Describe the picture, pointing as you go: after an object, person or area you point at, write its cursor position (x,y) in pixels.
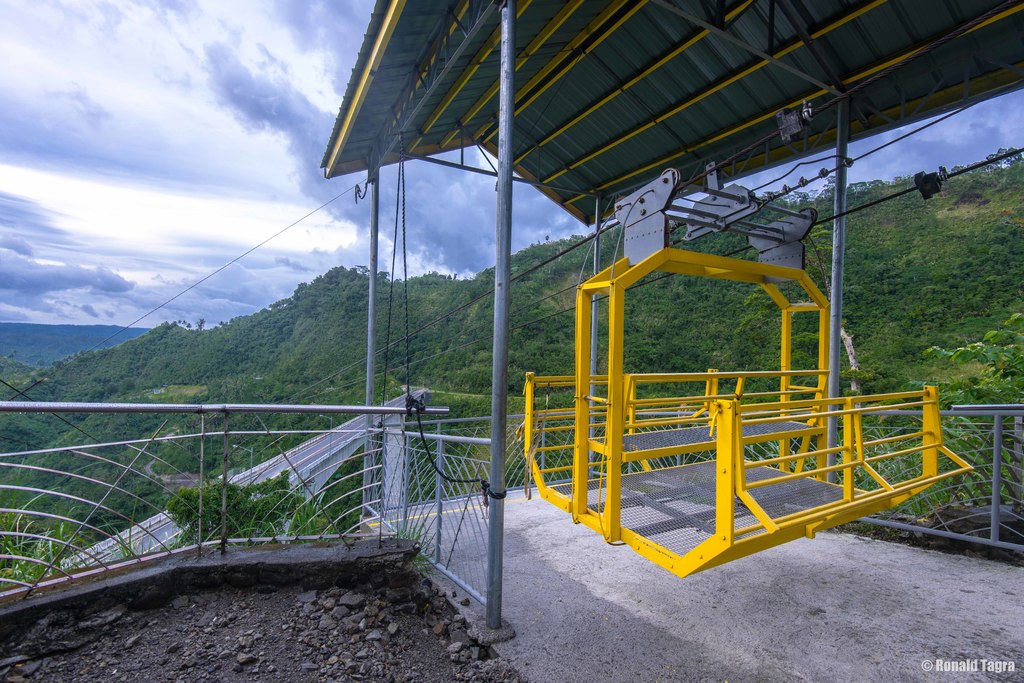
In the foreground of this image (713,435), on the right (719,455), there is a cable car (719,477) under the shelter (633,40). On the left (74,475), there is a railing (15,489). In the background (269,360), there are trees (166,379), cables (72,362), sky (141,264) and the cloud (132,82).
